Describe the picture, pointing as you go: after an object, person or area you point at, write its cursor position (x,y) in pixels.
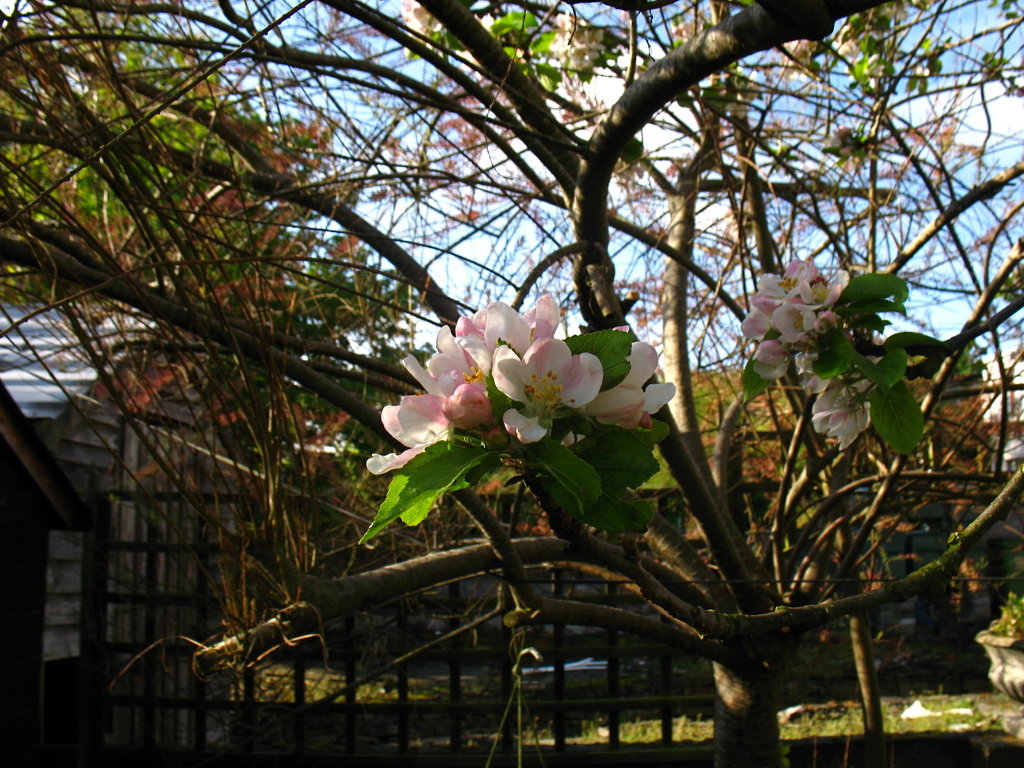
In this image I can see few white and pink color flowers (577,366) and few green leaves (903,400). Back I can see few trees (182,223) and huts (45,494). The sky (373,206) is in blue and white color.
